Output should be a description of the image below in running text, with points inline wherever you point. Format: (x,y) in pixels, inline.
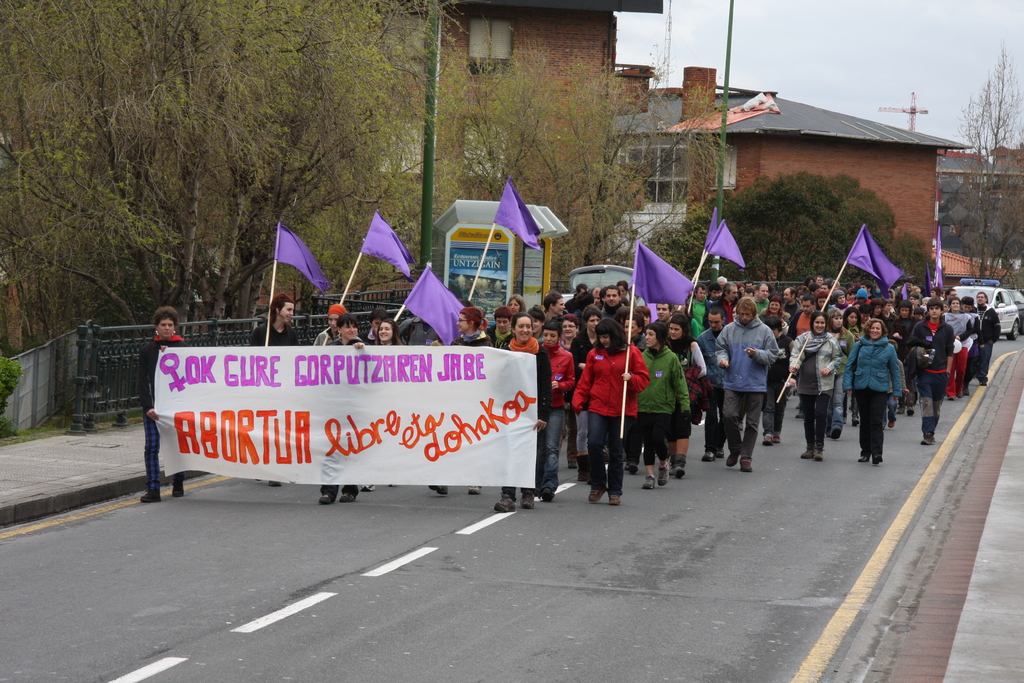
In this image, we can see a group of people (575,389) walking on the road (753,536). Few people (623,472) are holding some objects (470,411). In the background (593,280), there are vehicles (606,280), trees (789,214), plants (801,201), buildings (902,144), railings (225,336), walls (28,405), glass windows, shed (545,294), poles (425,198), crane (911,122), walkway (1001,607), few objects (494,271) and the sky (819,25). In the bottom right corner (1004,590), there is a walkway (995,586).
